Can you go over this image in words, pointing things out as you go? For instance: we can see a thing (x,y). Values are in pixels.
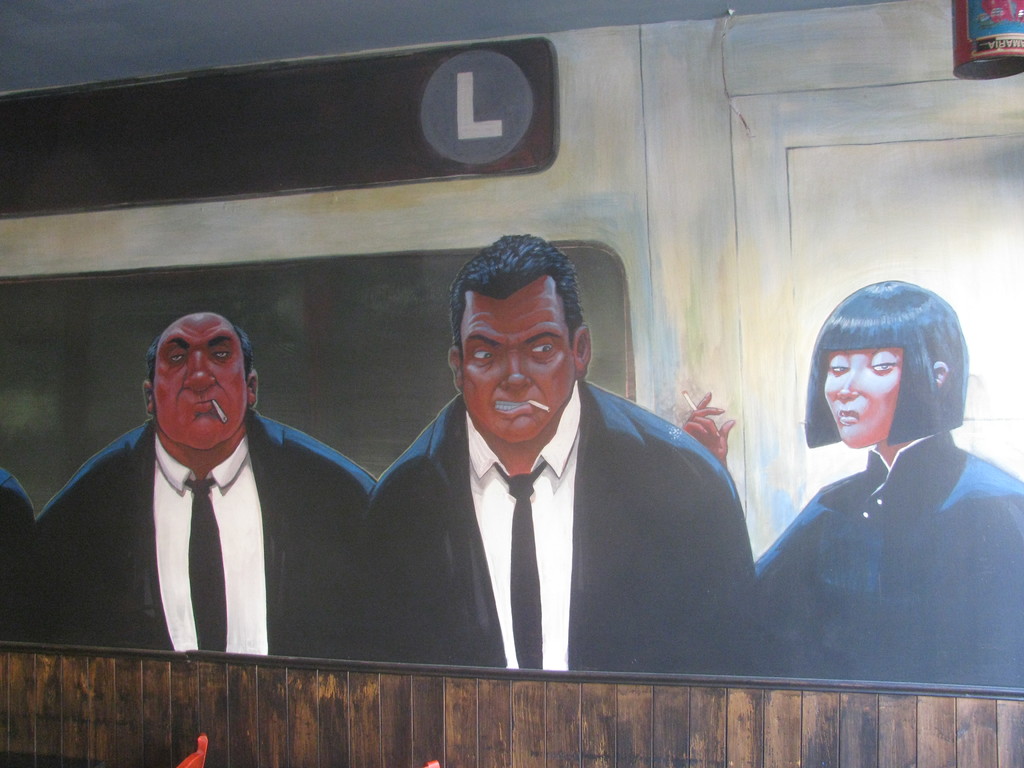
In this image we can see a picture (131,366) on a wall (394,668) containing two men (384,641) and a woman (828,587) holding the cigarettes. On the right corner (1010,2) we can see a container (975,2).
